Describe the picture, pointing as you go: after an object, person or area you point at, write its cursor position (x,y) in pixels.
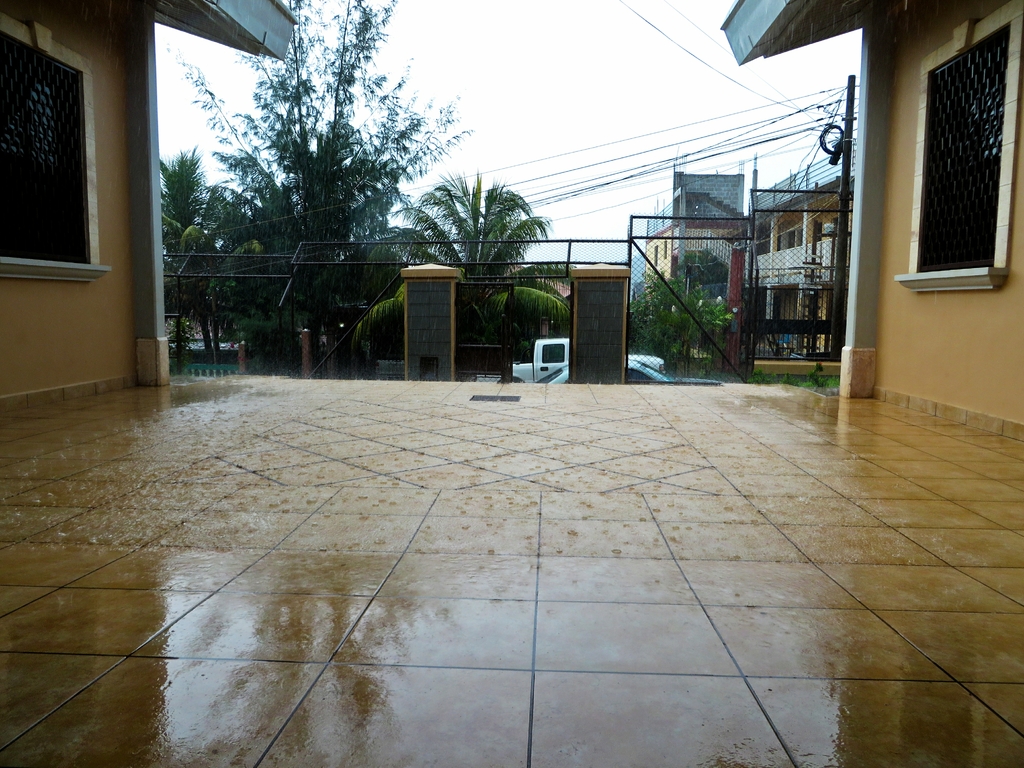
In this image I can see floor (432,546) with marbles (487,527). There is fencing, there are iron grilles (783,313) and there are trees (696,261). There are buildings (734,190), there is a vehicle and there is an electric pole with cables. In the background (445,137) there is sky (445,137).
